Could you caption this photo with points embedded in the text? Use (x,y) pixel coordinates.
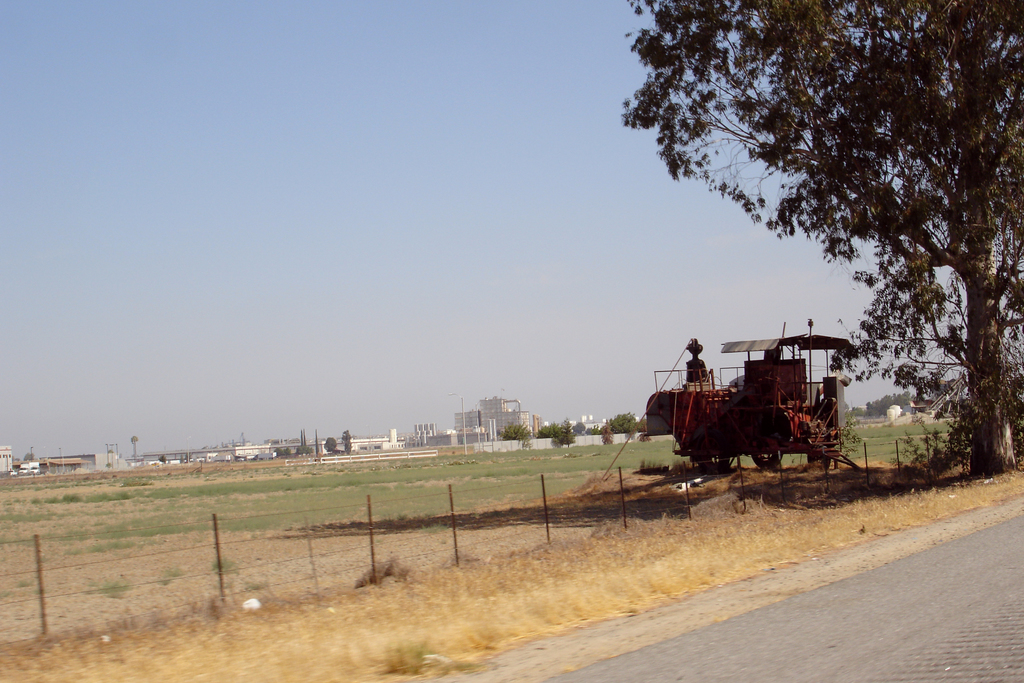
This is an outside view. On the right side (995,618), I can see a road (887,608). Beside the road (901,603) there is a tree (973,235), under this tree (825,188) there is a vehicle (767,442). In the background (508,426) there are some buildings (466,434) and trees (524,429). On the top of the image (250,118) I can see the sky (81,214).
